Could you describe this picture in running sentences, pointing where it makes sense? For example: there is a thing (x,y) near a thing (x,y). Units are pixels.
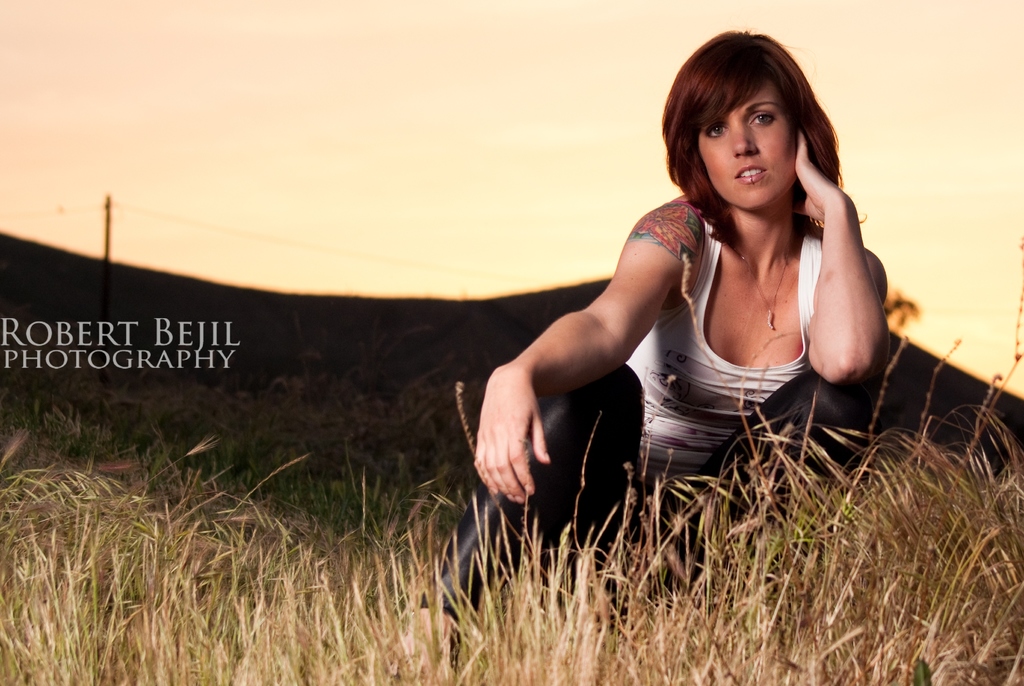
In this image in the center (561,399) there is one woman (666,303) who is sitting, and at the bottom (624,551) there are some plants (855,492). In the background (114,275) there are mountains (942,399) and pole (109,242) and wires (309,239), and on the left side (172,366) there is some text (169,335). At the top of the image (314,116) there is sky (618,134).
